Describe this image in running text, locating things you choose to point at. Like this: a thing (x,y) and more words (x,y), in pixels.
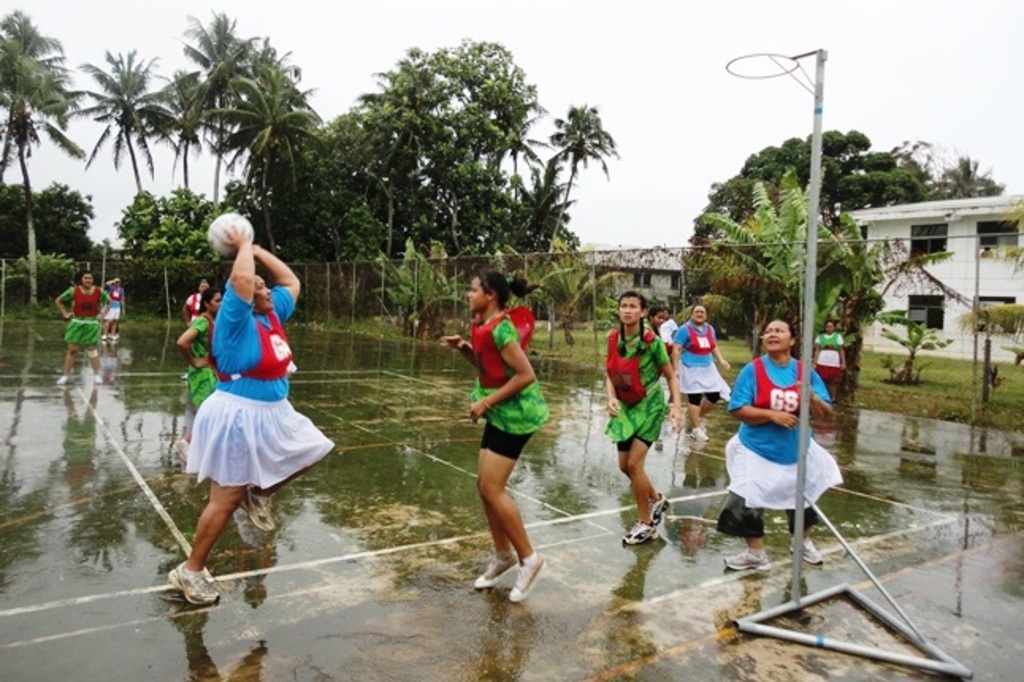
In this image we can see ladies (740,408) playing a sport. At the bottom of the image (361,576) there is ground (402,592). In the background of the image (321,218) there are trees (509,234), houses (986,277), fencing (499,270).
